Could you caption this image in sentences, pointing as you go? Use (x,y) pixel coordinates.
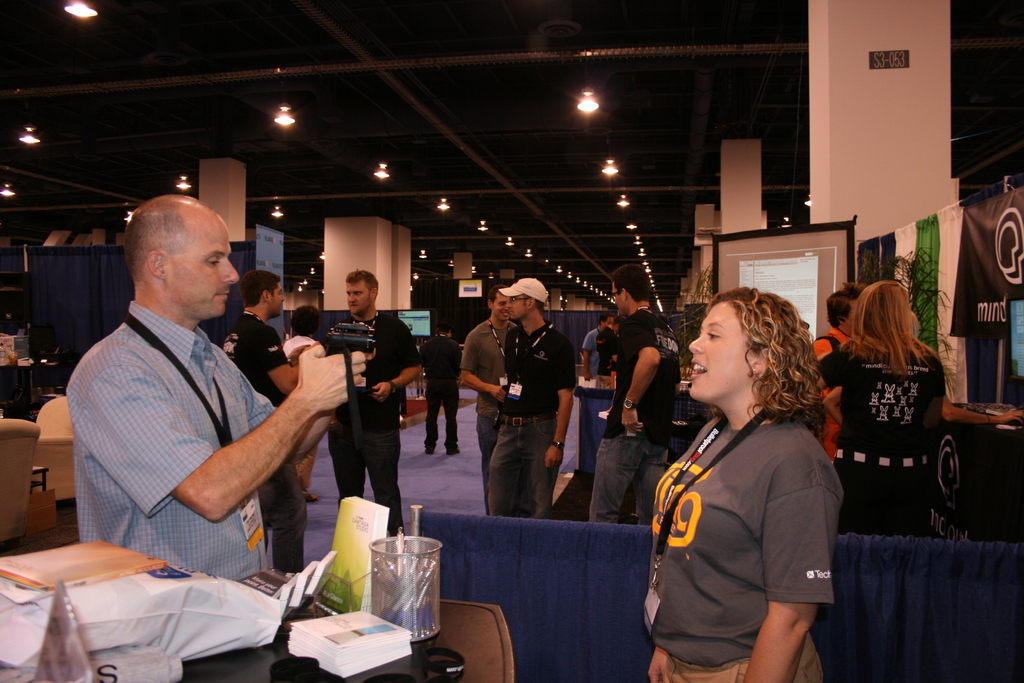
This image is clicked inside a room (449,288). There are lights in the middle (428,255). There are so many persons (479,354) in the middle (488,347). There is a table (330,633) at the bottom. On that there is pen stand (384,543), papers (318,653), pens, covers (169,572), books (70,558). There is a person (180,444) on the left (184,287). He is shooting a video of a woman (792,595).
